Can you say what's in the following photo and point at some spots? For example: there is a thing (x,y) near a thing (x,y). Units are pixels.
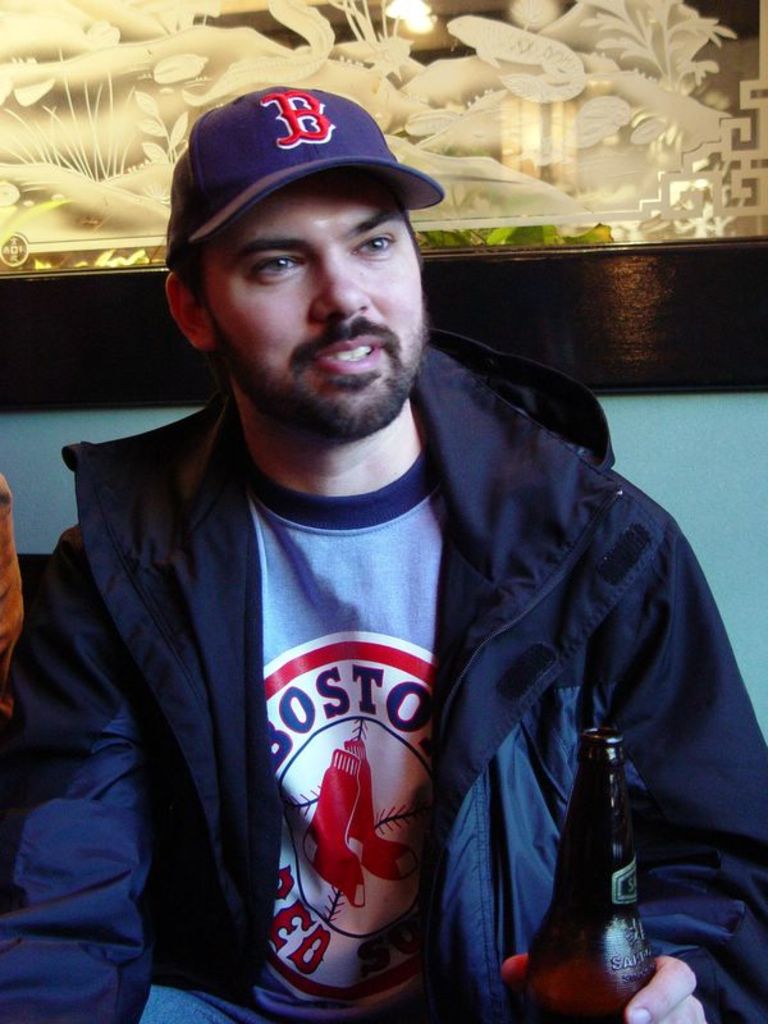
This person (261,609) sitting and holding bottle (619,908) and wear cap (300,130). On the background (695,250) we can see frame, wall (688,505).
